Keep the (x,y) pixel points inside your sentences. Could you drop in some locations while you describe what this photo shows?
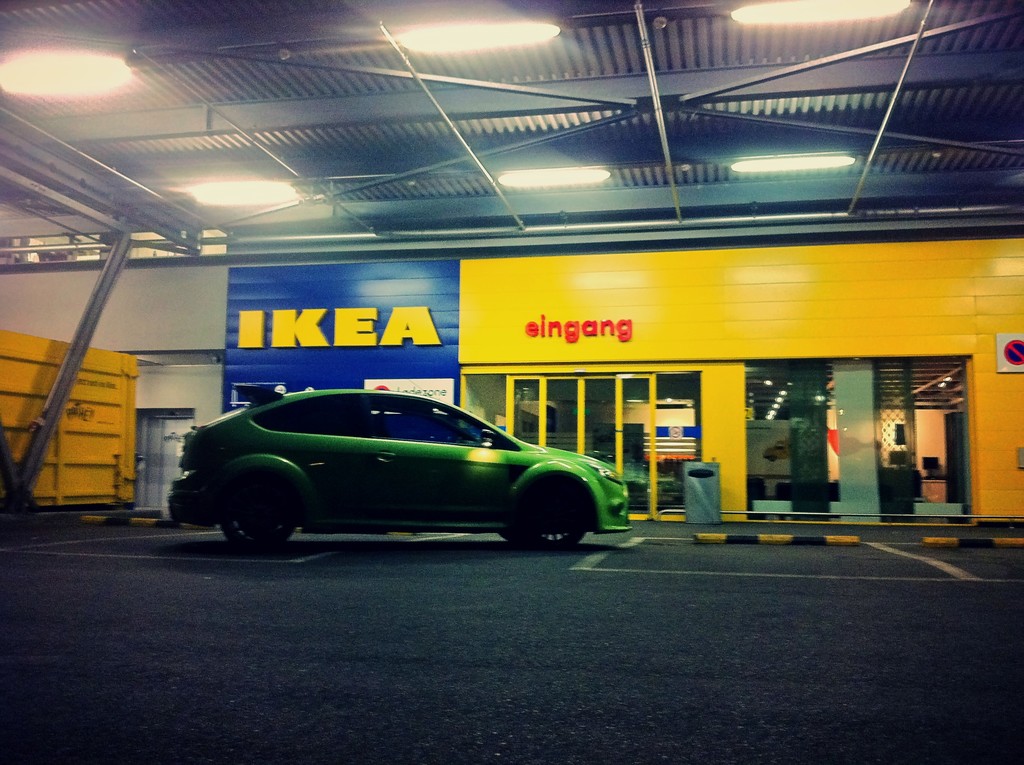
In this image we can see a car (494,513) which is of green color and at the background of the image (156,354) we can see ikea store (414,377), glass doors (644,378) and at the top of the image (360,109) there is roof (302,100) and lights (53,78).
